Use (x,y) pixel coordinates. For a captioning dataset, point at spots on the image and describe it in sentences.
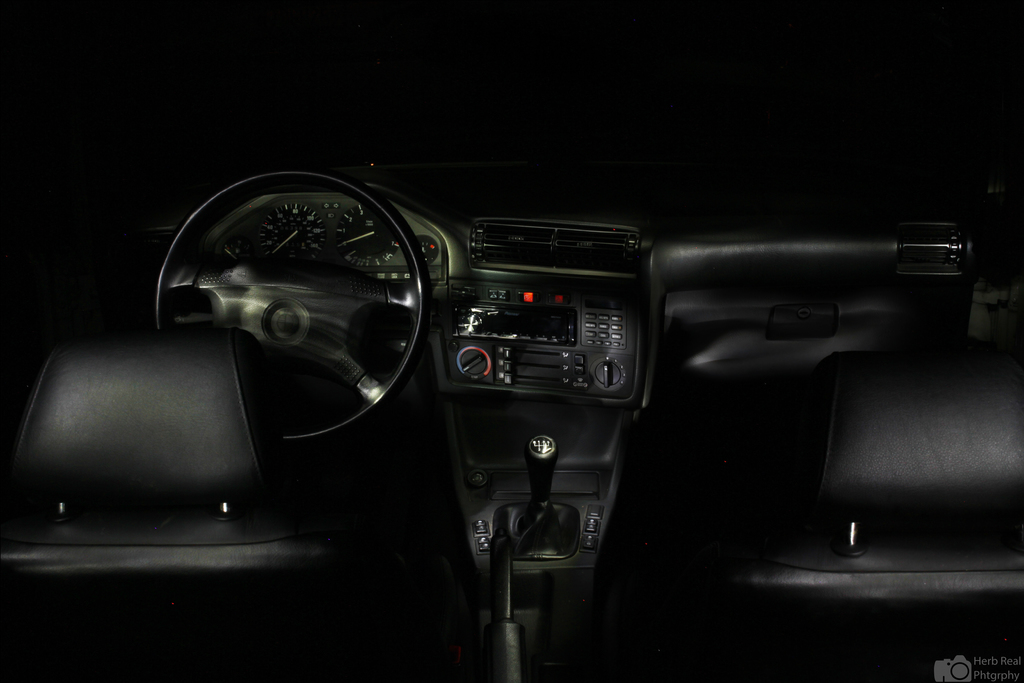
As we can see in the image there is a vehicle (486,303) and steering (340,285).
